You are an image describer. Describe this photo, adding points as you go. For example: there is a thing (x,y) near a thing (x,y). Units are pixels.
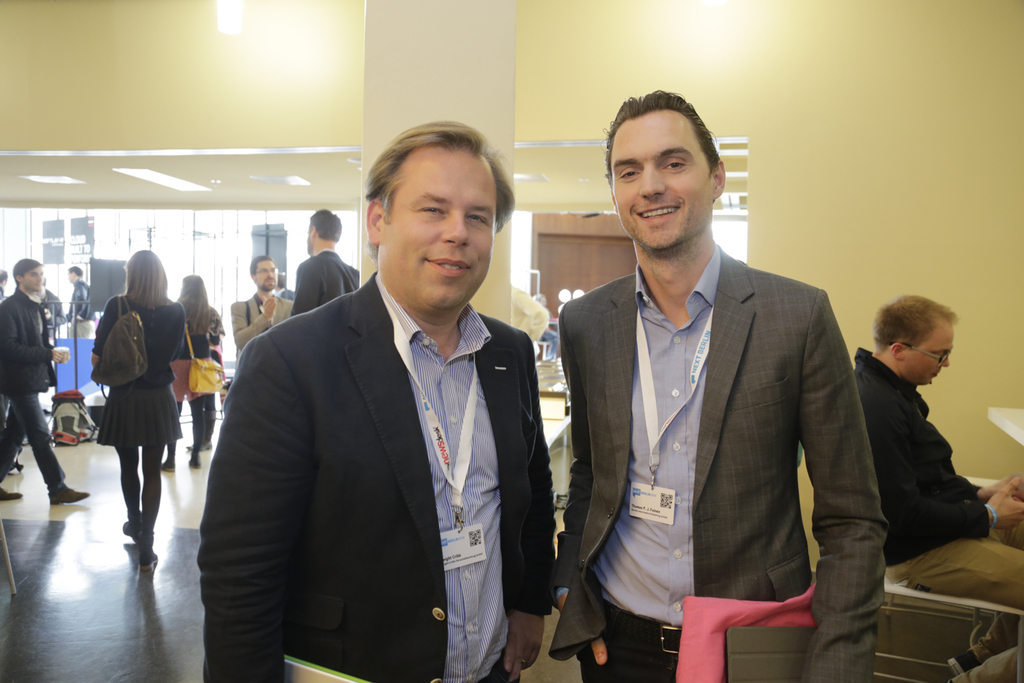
In this image two people (605,364) are standing on the floor (82,575). They are wearing blazers (834,609). They are holding some objects (771,637) in their hands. Right side (984,590) there is a person (922,548) sitting on the chair (977,616). Before him there is a table (1009,429). Left side (134,333) there is a woman (160,308) carrying a bag (125,347) and she is walking on the floor (119,549). Few persons (21,357) are on the floor (115,489) having few objects (88,416). Background (1002,231) there is a wall (1021,227) having a window (529,215). Few lights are attached to the roof (68,167).
